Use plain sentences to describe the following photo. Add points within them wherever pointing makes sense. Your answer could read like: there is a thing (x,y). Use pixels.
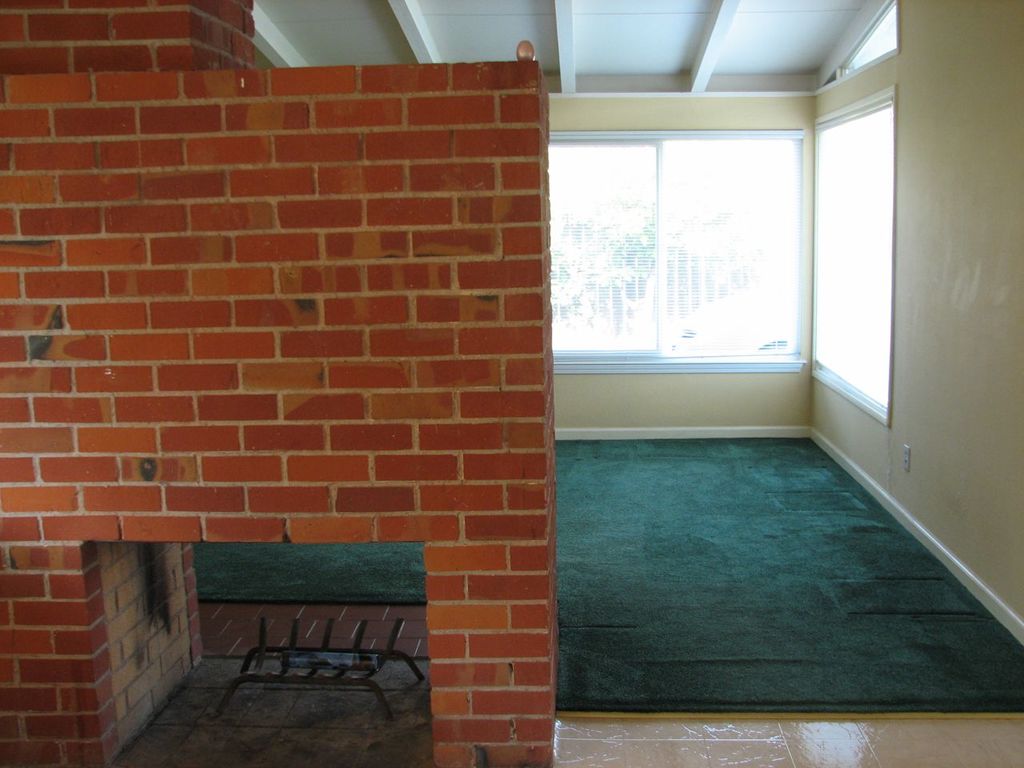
In this picture there is a inside view the hall (206,350). In the front (235,390) there is a brown color brick wall (449,370). Behind there is a glass window (706,313) and yellow color wall (960,236).
